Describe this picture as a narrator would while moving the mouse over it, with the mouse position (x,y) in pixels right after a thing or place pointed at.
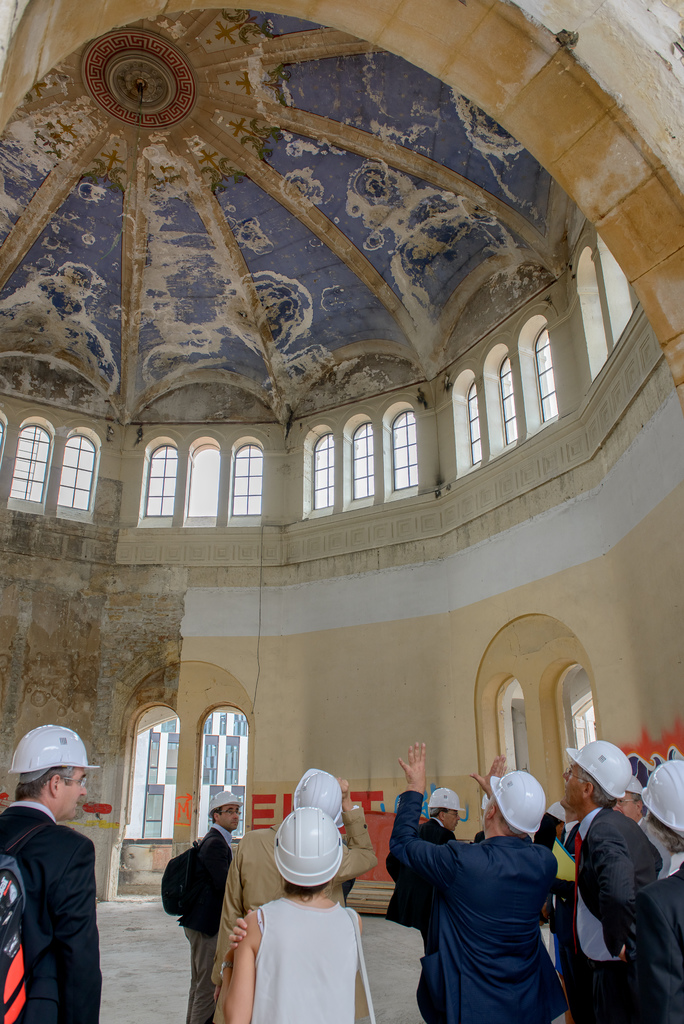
In this image there are a few people (330,862) standing and wearing helmets (314,848) on their head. In the background (551,627) there is a wall (305,621) and windows (211,491). At the top of the image (267,190) there is a dome (314,269).
